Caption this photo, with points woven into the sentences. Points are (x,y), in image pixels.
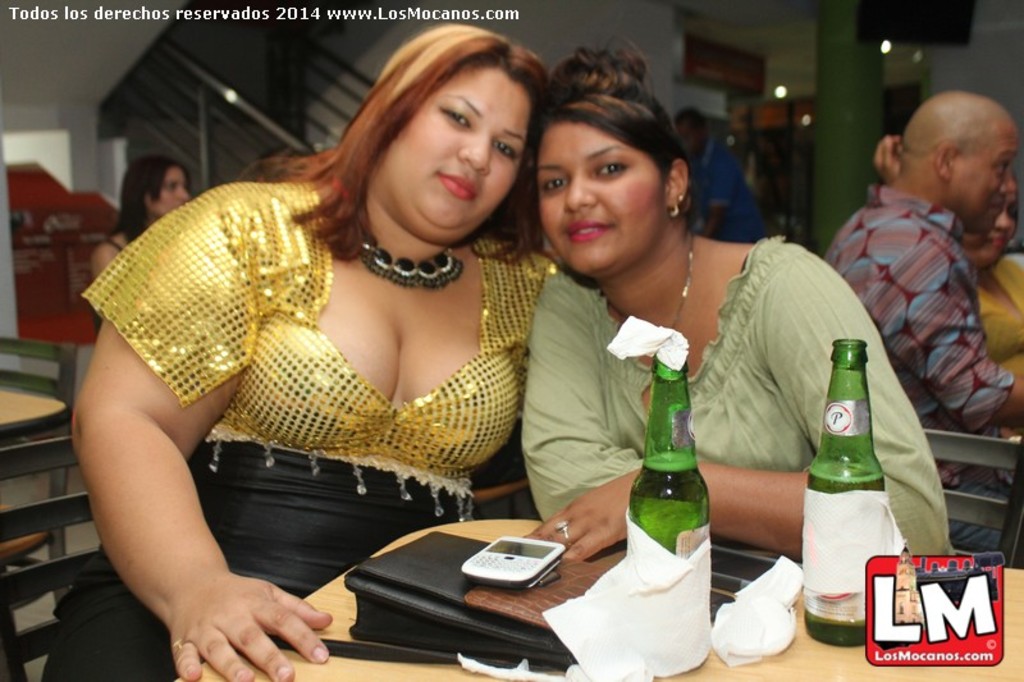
In this image there are 2 woman (387,412) sitting in chair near the table (1009,578) and in table (770,681) there are 2 beer bottles (647,488), purse (378,571), mobile phone (546,549), tissues (674,572) and in background (1006,435) there are group of people (941,103) sitting in chair (63,387).
